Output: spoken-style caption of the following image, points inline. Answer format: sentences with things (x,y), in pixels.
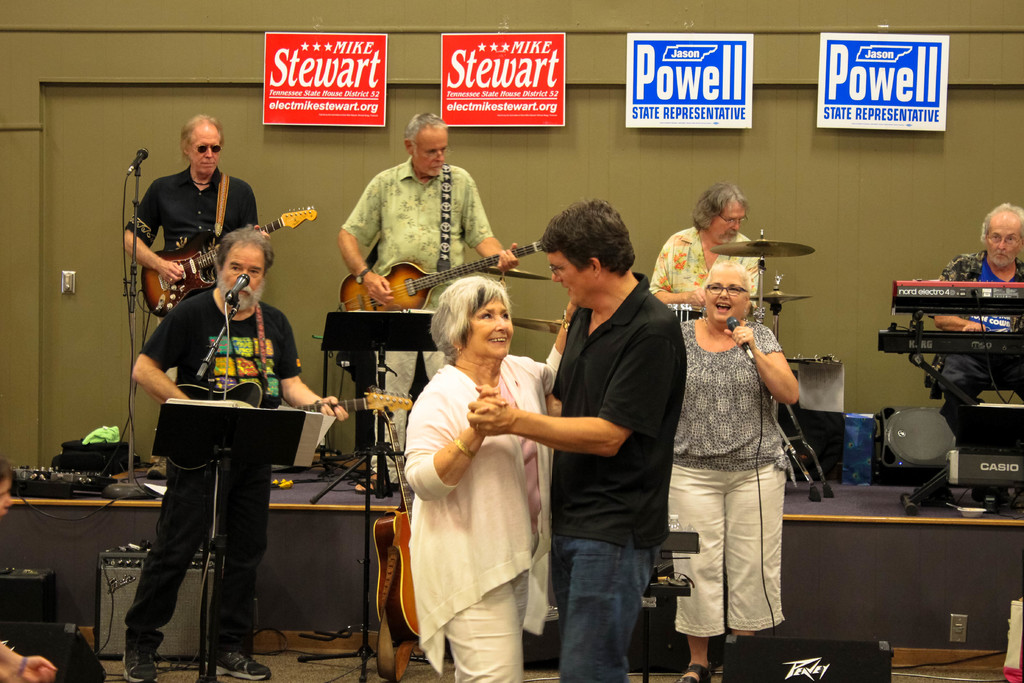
In the center of the image (608,392) we can see a man (566,514) and a woman (458,596) standing holding each other. We can also see a person (231,488) holding a guitar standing beside a speaker stand (223,514) with a book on it and a woman (732,472) holding a mic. We can also see some speaker boxes (838,663) and wires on the floor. On the backside (793,597) we can see a group of people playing musical instruments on the stage (385,507). We can also see speaker boxes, a cloth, wires (102,476) and some boards (267,61) with text (308,47) on it hanged to a wall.
